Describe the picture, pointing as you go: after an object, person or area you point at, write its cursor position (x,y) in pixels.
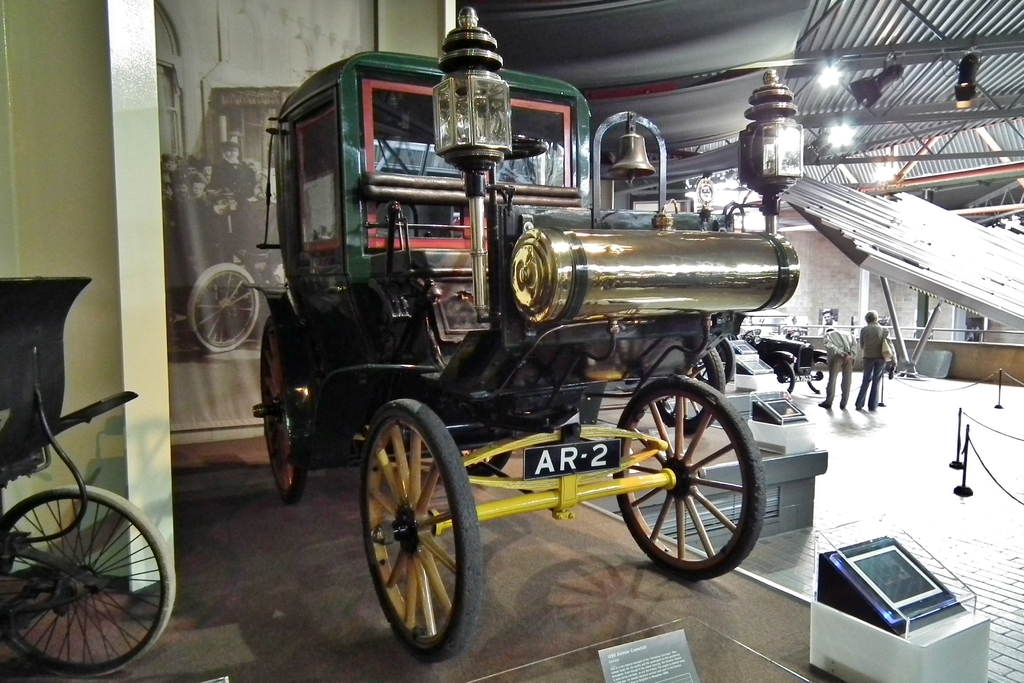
In front of the image there are vehicles (56,349) and there are some other objects (764,423). On the right side of the image (1010,482) there is a fence (957,329). There are people (855,401) standing. In the background of the image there is a banner (229,378). There is a wall (166,404). On top of the image (957,94) there are lights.
